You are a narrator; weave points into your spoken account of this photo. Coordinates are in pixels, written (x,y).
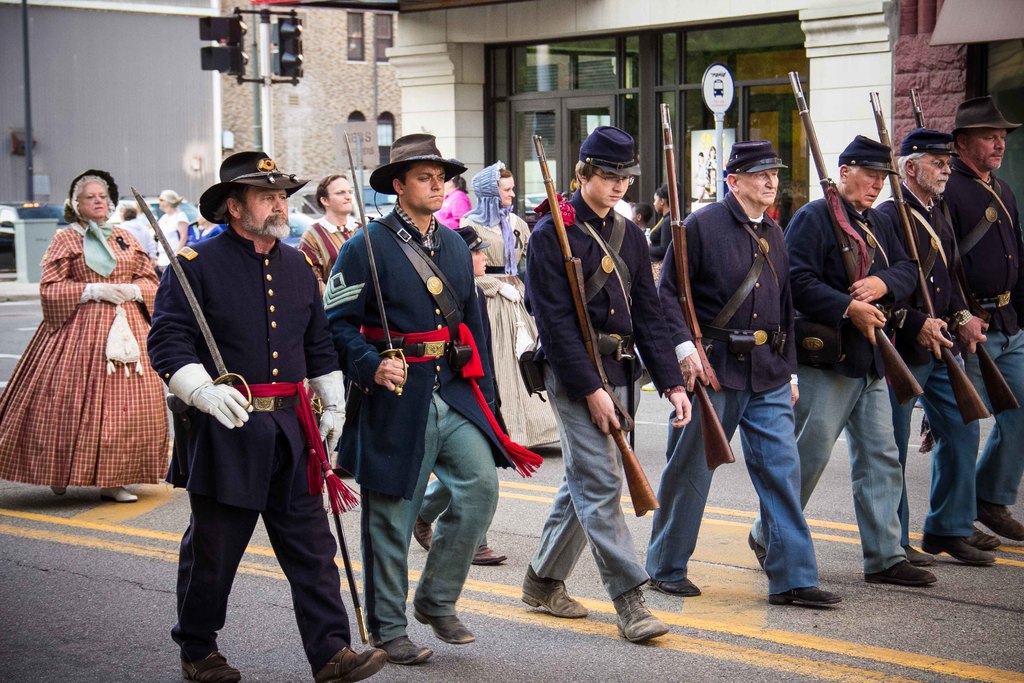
In the middle of the image (383,236) few people (980,157) are standing and holding some weapons (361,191), swords (353,176) and walking. Behind them few people (62,396) are walking on the road (4,378). At the top of the image (99,133) there are some poles (28,57) and buildings (65,42).
